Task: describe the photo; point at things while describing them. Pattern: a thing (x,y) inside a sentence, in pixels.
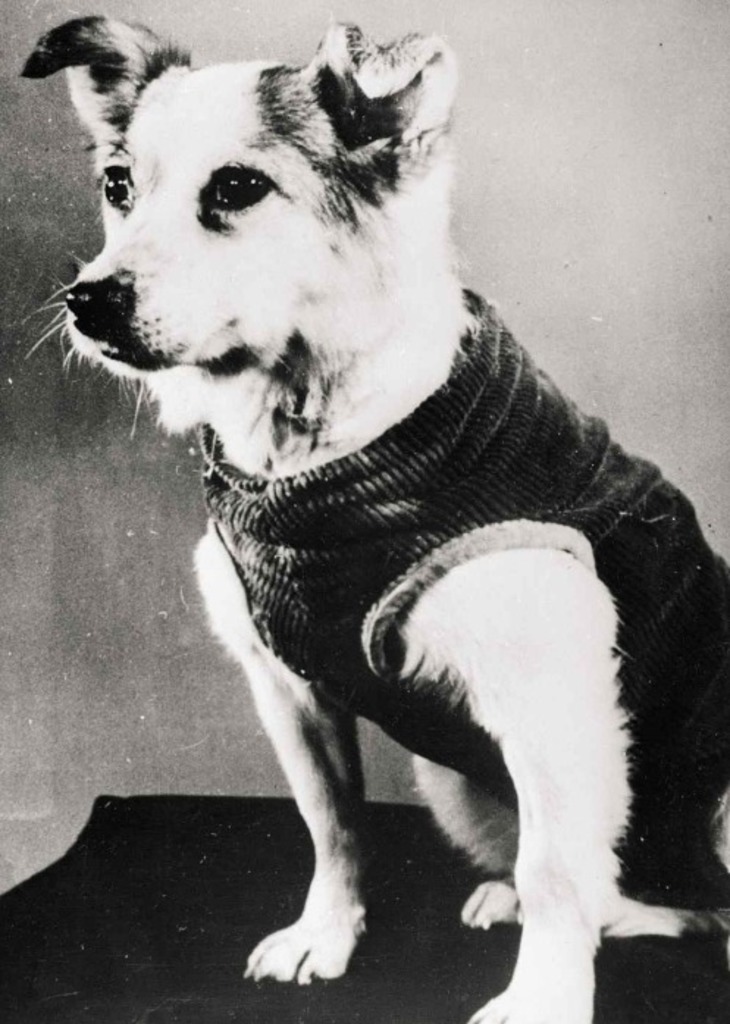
This is a black and white picture. Here we can see a dog (552,888). In the background (646,392) there is a wall (646,392).
